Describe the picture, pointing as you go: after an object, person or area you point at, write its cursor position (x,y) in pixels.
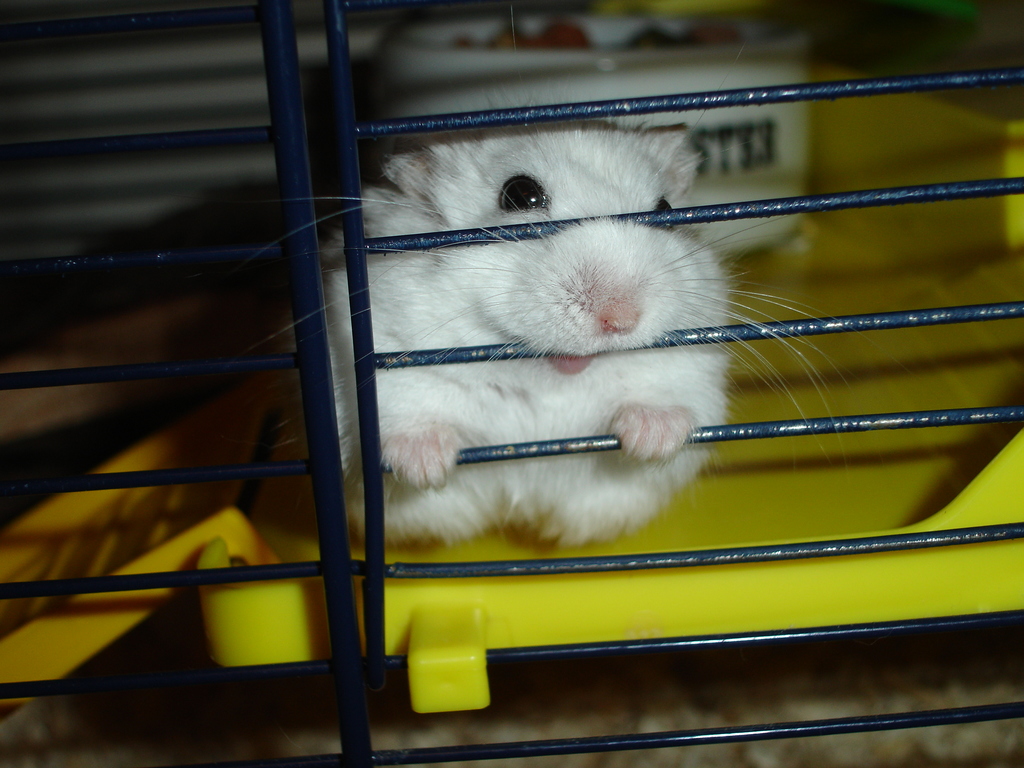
In this picture we observe a white hamster (500,343) is inside a cage (521,349) and is sitting on a yellow plate (490,552).
